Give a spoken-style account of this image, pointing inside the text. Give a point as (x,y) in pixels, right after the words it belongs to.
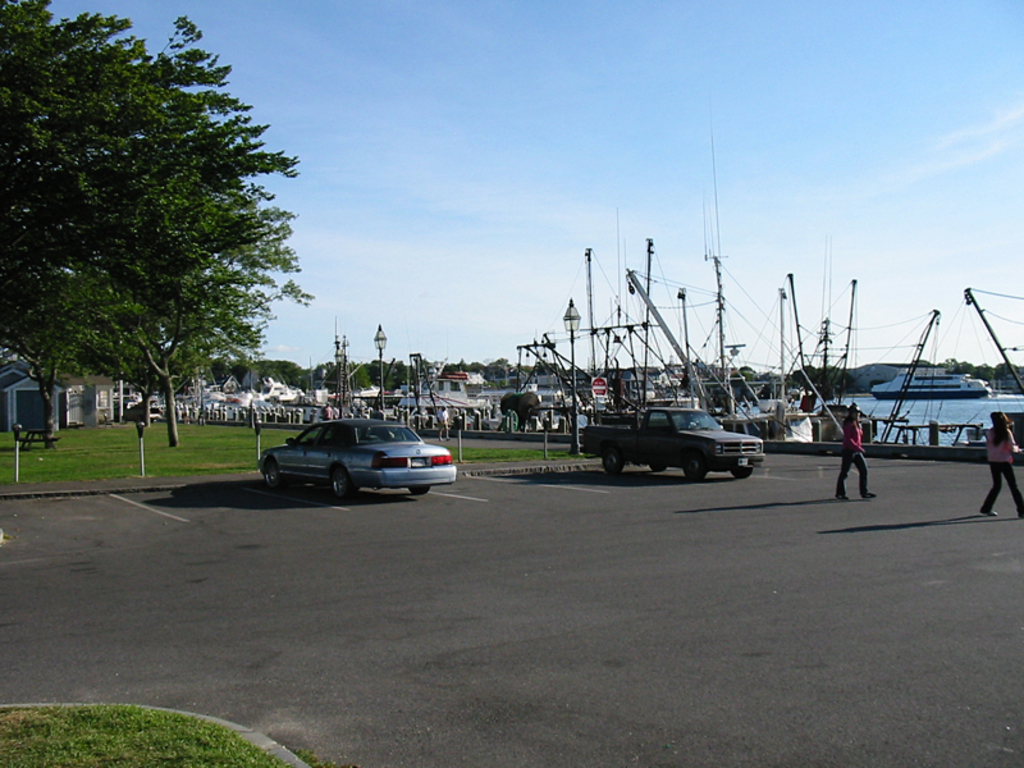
In this picture I can observe two cars (668,452) parked in the parking lot (560,479). I can observe two women (855,439) walking on the road (838,458). In the background (409,389) I can observe fleet (635,413) on the water (910,418). On the left side (118,249) I can observe a tree (130,240). There is sky (428,178) in the background (413,187).
